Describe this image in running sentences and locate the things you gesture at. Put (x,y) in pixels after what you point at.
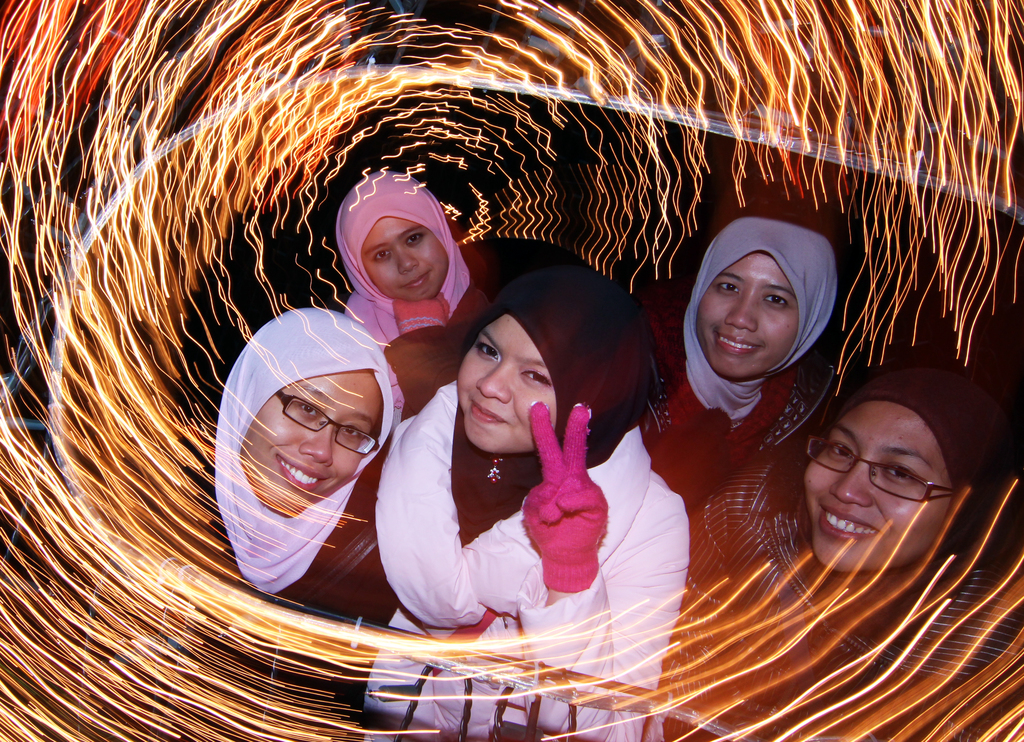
In this image we can see five ladies (736,504) wearing scarf (565,379) on the head (371,382). Two are wearing specs (872,473). One is wearing glove (554,514). And there is a photo effect on the image.
